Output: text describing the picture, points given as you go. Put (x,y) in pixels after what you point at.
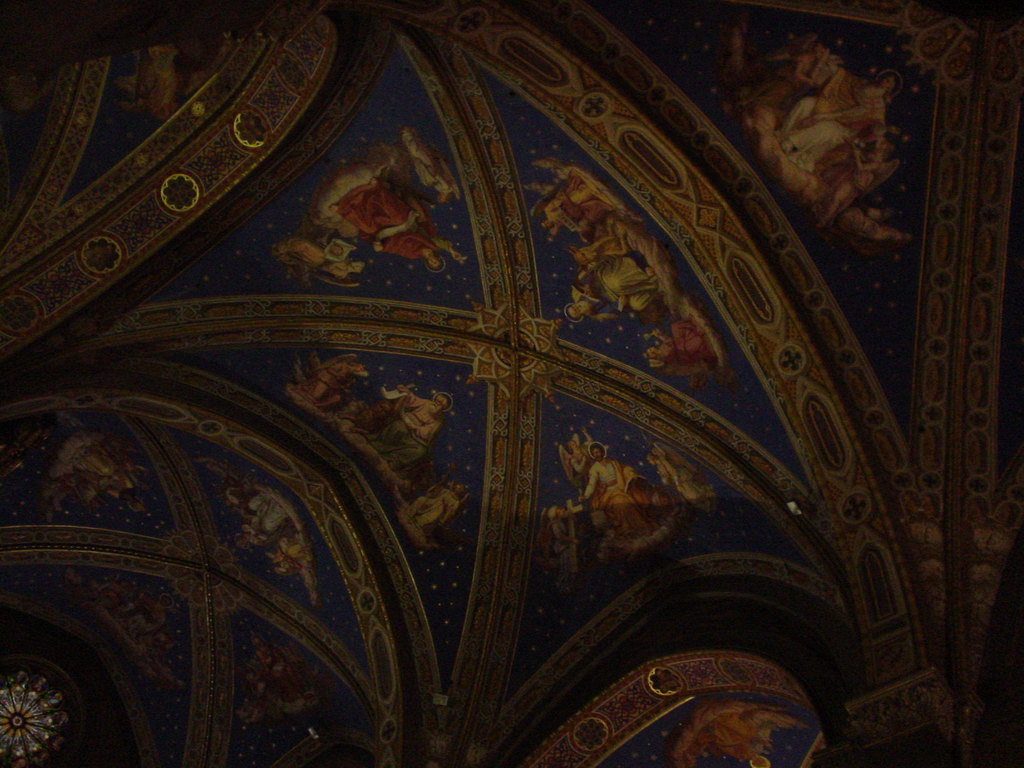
In this image we can see different pictures (766,710).
